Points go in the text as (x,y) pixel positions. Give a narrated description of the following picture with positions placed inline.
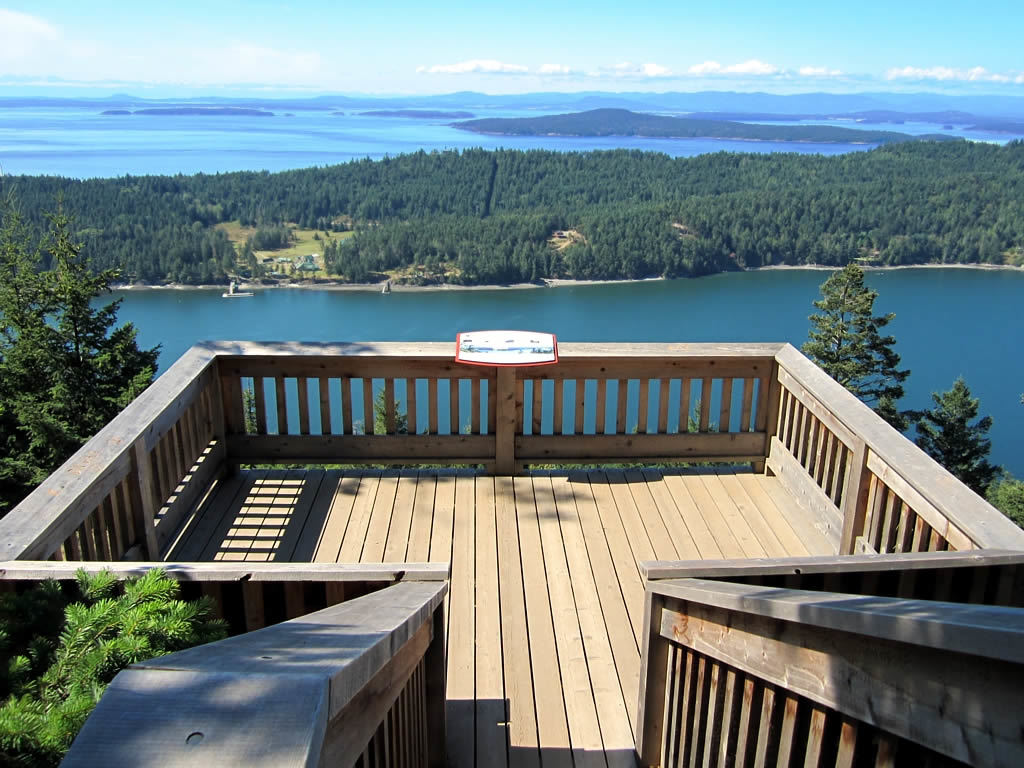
In this image I can see few trees (451,249), water (523,300), sky (209,41) and the wooden balcony (462,541).
